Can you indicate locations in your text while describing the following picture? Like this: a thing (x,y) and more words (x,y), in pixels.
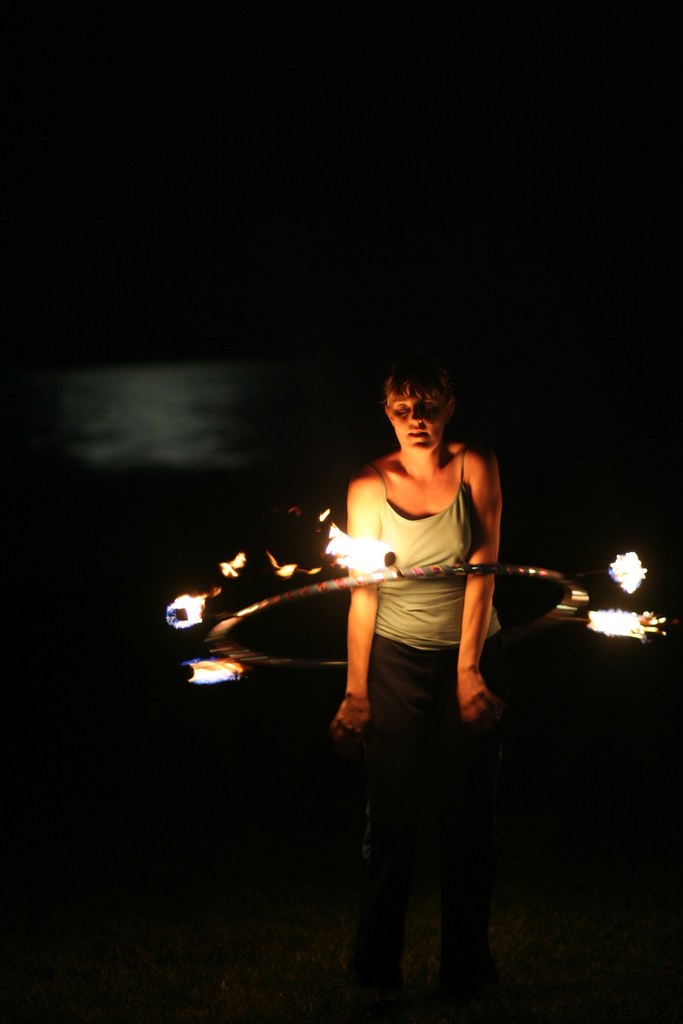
In the picture we can see a woman (434,381) standing and she is wearing a light green top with a black trouser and around her we can see a circle substance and to it we can see a light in the dark.
